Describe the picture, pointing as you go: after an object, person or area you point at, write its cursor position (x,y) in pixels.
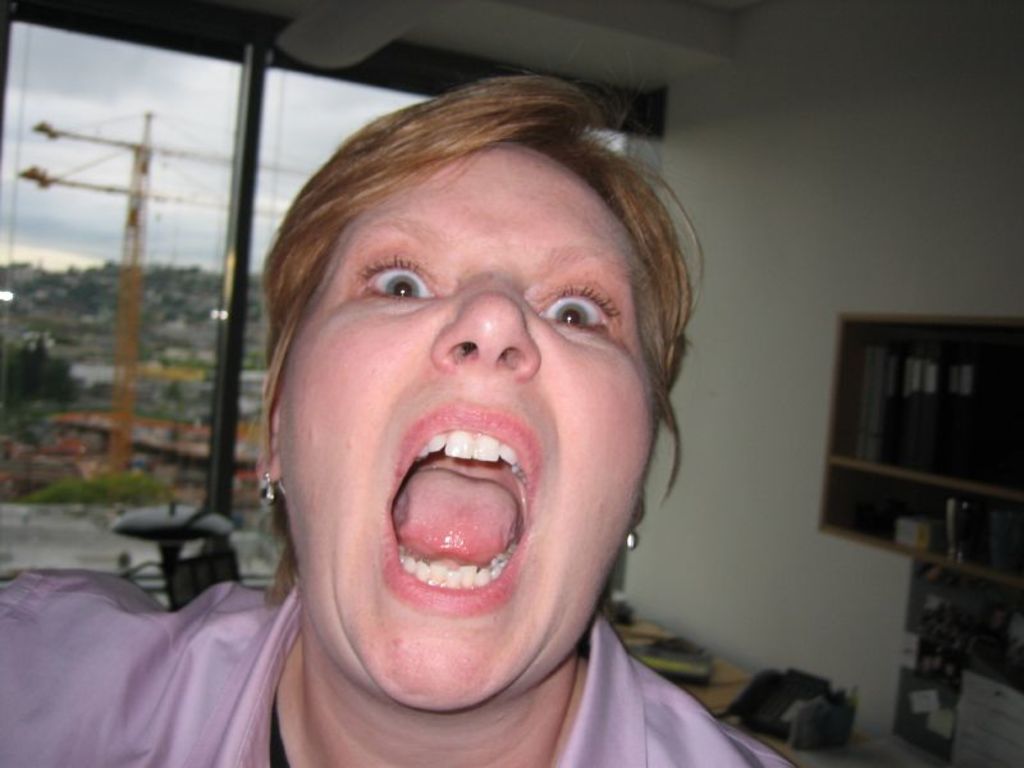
In this image I can see a person (401,464) wearing pink colored dress (173,618). In the background (769,180) I can see the wall (784,149), a shelf (997,506) with few objects (935,453) in it, few other objects (817,749) and the glass windows (191,283) through which I can see a crane (134,190), few trees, few buildings (153,382) and the sky (207,140).
